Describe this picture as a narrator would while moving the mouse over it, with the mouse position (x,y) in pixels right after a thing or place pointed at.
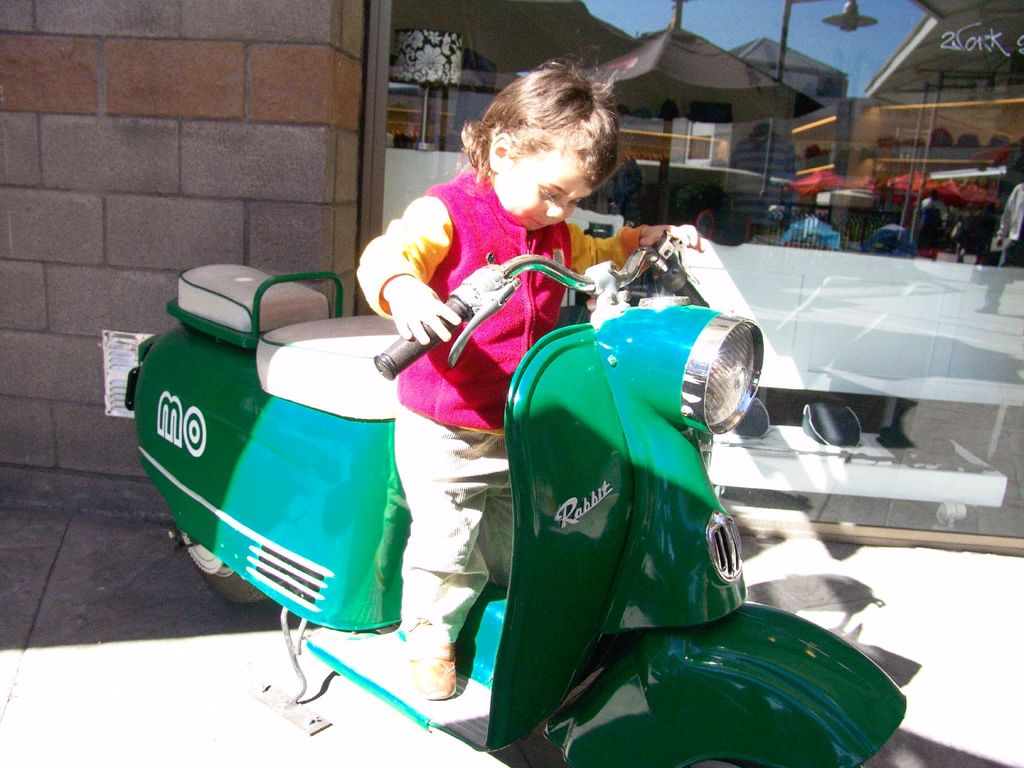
In this image I can see a baby (611,122) standing on the scooter (329,406). The scooter (329,431) is in green color and the baby (421,388) is wearing pink color shirt (492,355), cream color pant (467,478). At back (877,133) I can see a glass door (904,136), at left (219,128) I can see building (194,139) in brown color.
